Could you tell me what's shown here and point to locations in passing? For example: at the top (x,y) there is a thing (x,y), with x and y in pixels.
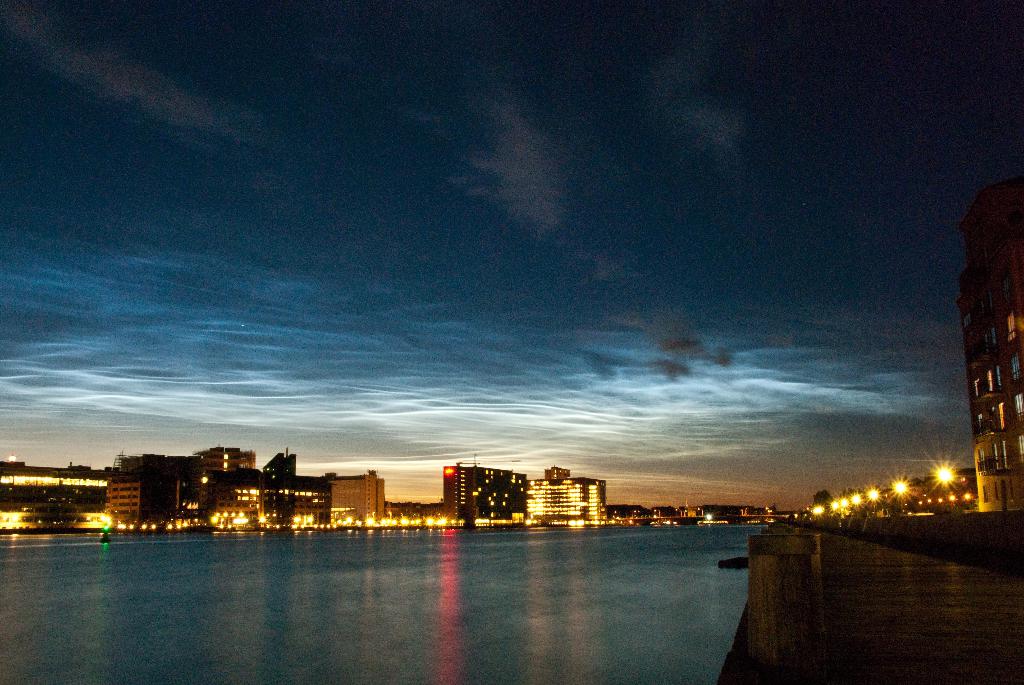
In this picture I can see buildings (358,508) and I can see water (327,601) and few lights (342,510) and I can see a cloudy sky (514,190).
